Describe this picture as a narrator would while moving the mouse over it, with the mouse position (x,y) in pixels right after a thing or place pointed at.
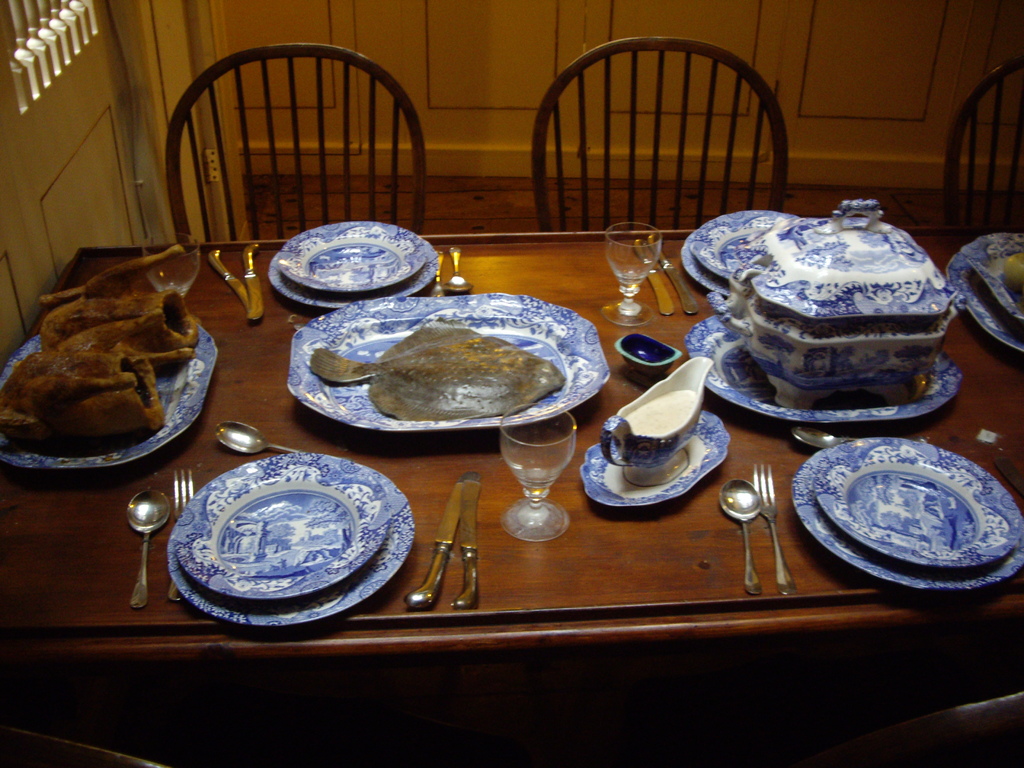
In this picture we can see table (291,303) and on table (291,303) we have spoon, fork (189,509), knives (474,515), glass (530,413), plate (490,315) with some food (389,359) on it, dishes (751,325), chairs (607,143) and here we can see door (39,71) and wall (695,33).
